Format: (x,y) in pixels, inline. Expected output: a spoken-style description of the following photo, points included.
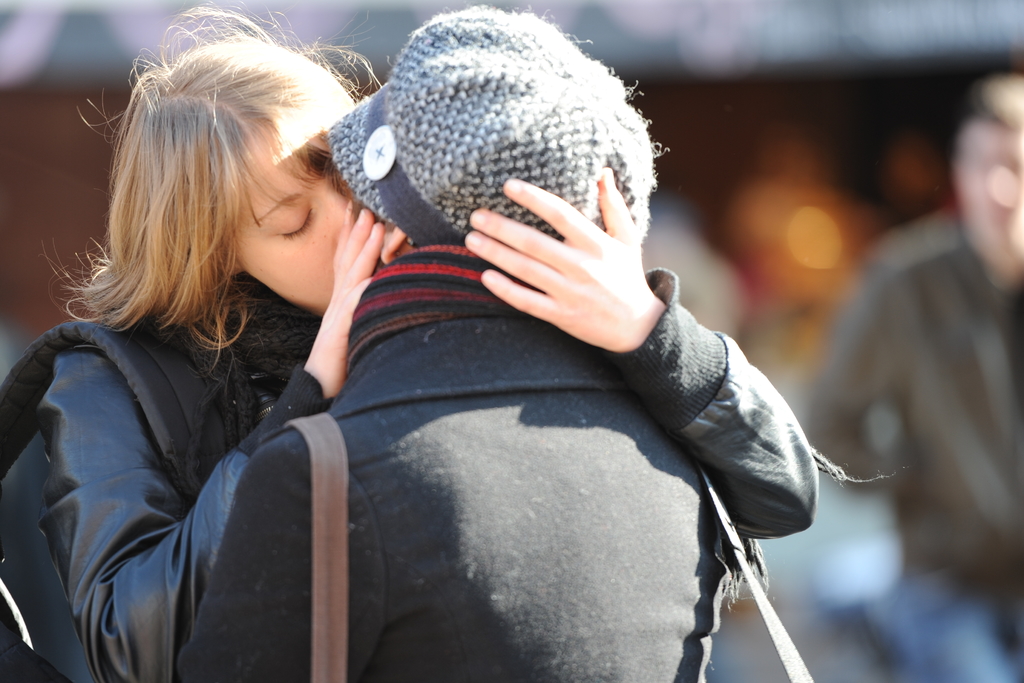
In the image there are two people (273,231) kissing each other and background of the people (525,512) is blur.
